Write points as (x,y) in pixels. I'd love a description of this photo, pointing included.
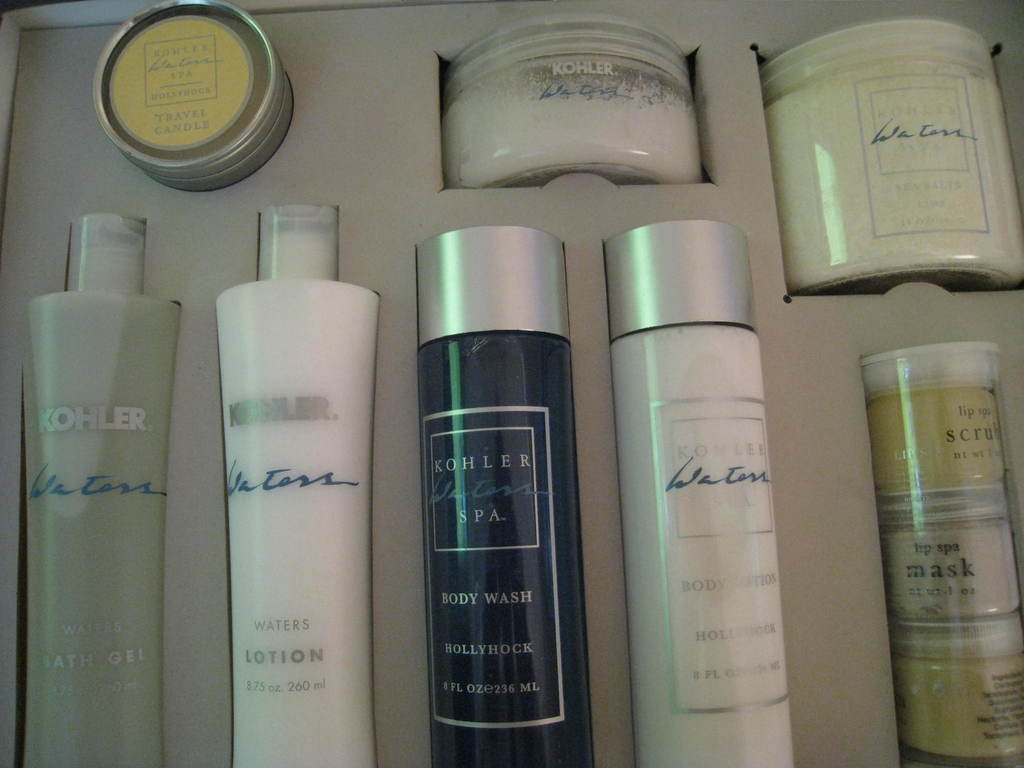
In this image I can see few bottles (362,339) and boxes (224,92) are arranged in a box (17,119). On these objects (369,435), I can see the text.
